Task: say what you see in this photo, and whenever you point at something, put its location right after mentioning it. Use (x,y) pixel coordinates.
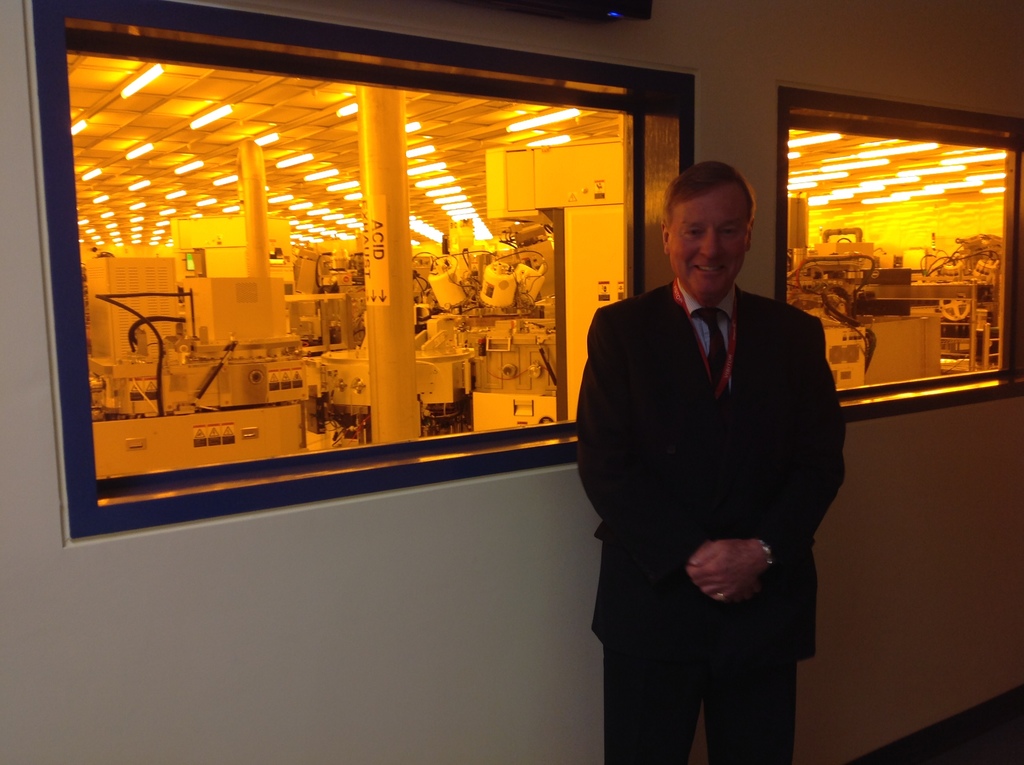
In this image there is a man (691,286) standing, there is the wall (761,90), there is an object (605,17) on the wall (769,257), there are windows (867,245), there are machines (497,296), there are pillars (385,319), there is a paper (375,250) pasted on the pillar (387,241), there is text (375,235) on the paper (387,298), there is the roof (479,166), there are lights (344,233) on the roof (336,192).
